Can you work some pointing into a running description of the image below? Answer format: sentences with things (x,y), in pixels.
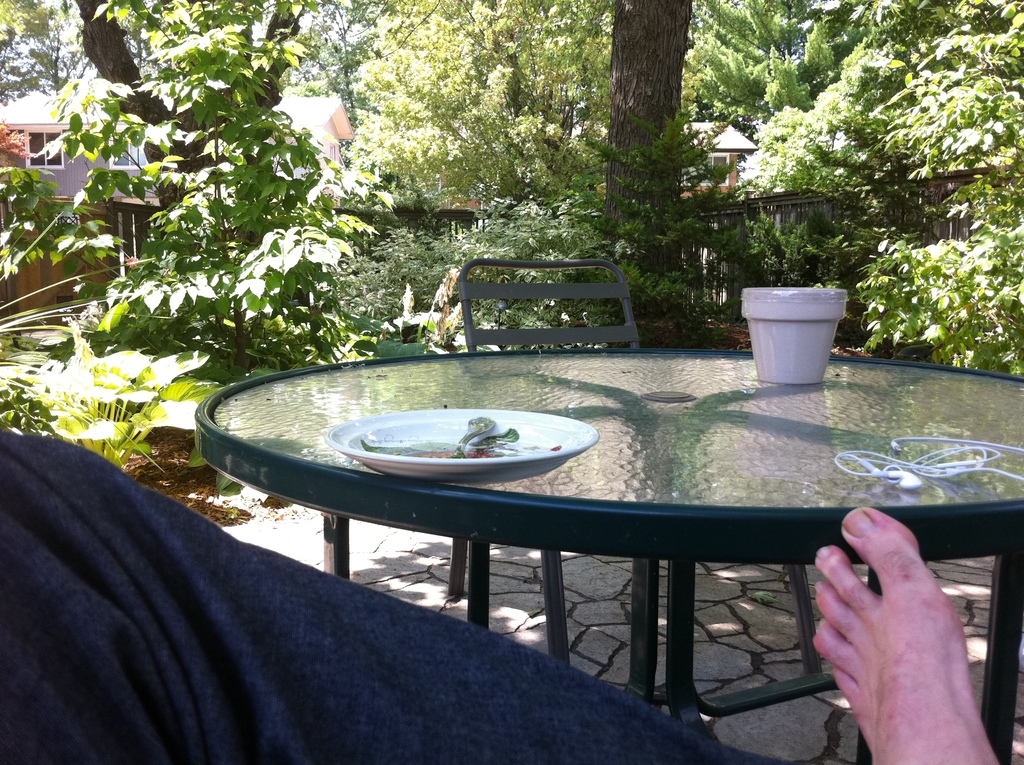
In this image we have a glass table (721,422) with a plate (518,428), a pot (758,366) on it. Here we have a couple of trees (497,170) and the person's leg (257,664) in the image.
